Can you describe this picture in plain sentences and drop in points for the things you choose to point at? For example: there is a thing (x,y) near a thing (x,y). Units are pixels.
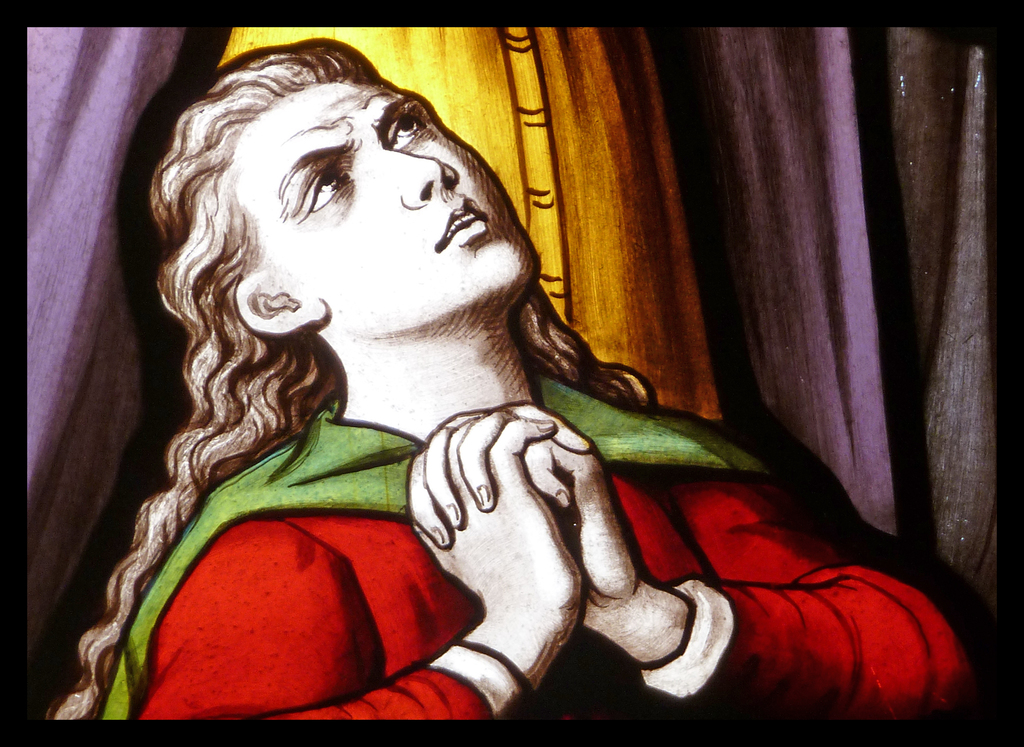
In this image we can see a depiction of a person (643,530).
